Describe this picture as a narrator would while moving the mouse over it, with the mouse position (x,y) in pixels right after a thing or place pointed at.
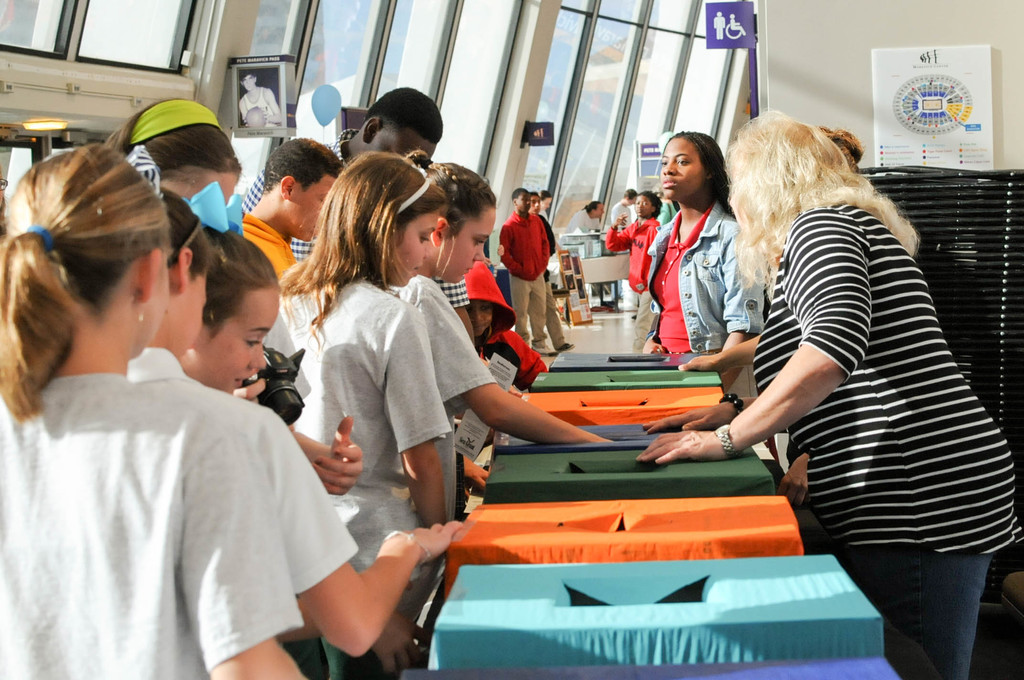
Here we can see some persons (703,409) and there are boxes (649,558). This is floor (603,337) and there is a table (603,281). In the background (771,85) we can see a wall (851,94), boards (718,22), light (40,127), and glasses (150,20).
